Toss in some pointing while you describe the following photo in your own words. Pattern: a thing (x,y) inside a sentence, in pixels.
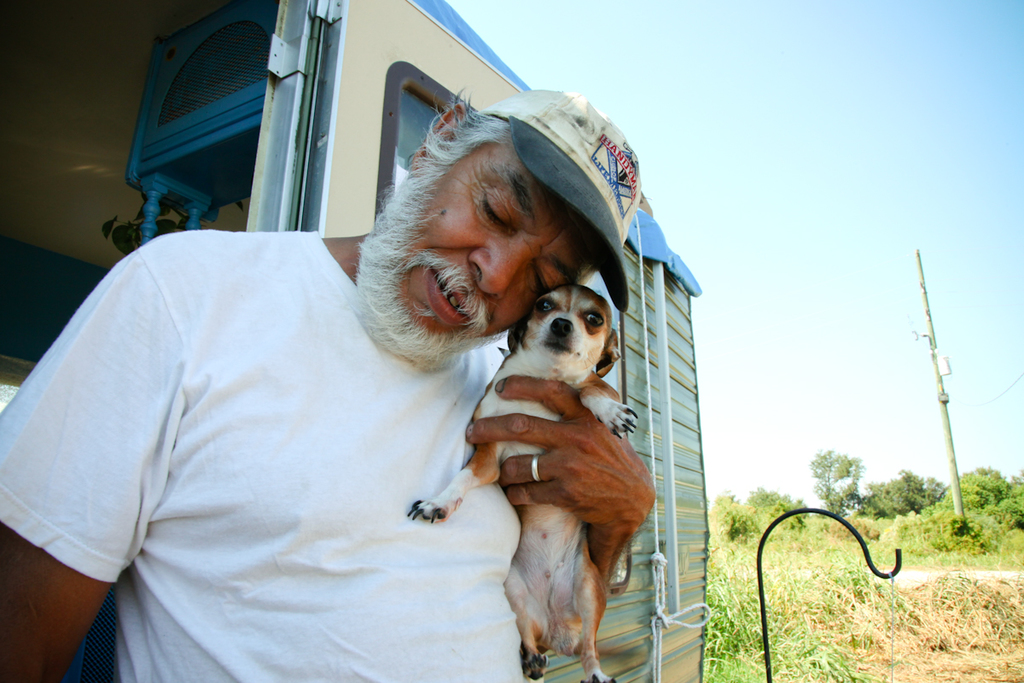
In the image we can see there is a man (573,154) who is holding dog (588,339) in his hand (592,458) and at the back (827,474) there are lot of trees (840,478).
